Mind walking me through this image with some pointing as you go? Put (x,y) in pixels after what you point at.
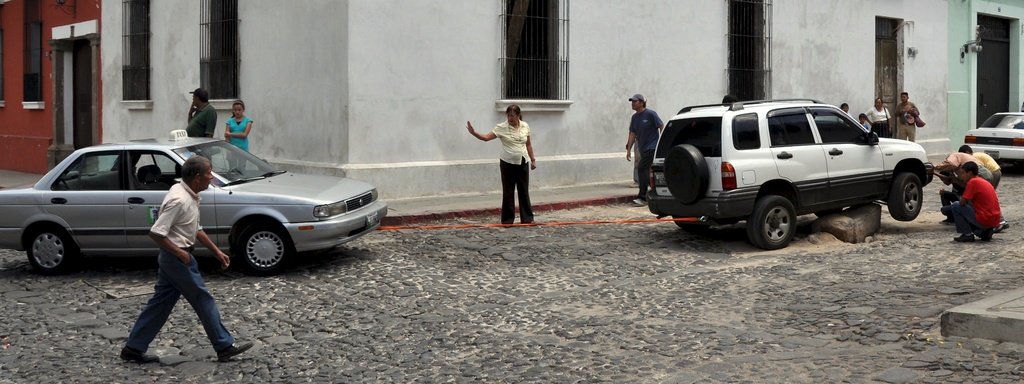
There are cars (693,225) on the road (791,282). Here we can see few persons (519,210). In the background (457,121) we can see wall (457,95), windows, and doors (993,87).
